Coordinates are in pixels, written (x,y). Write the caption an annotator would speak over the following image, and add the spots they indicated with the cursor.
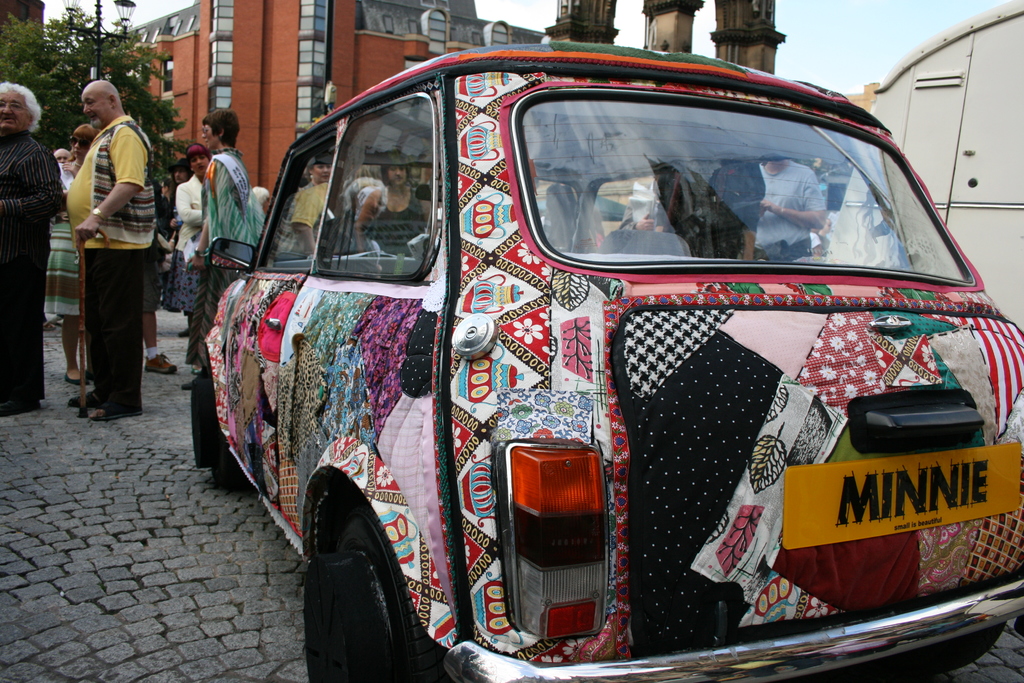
In this image I can see the vehicles (378,544) which are colorful. In the background (95,203) I can see the group of people (76,256) with different colored dresses (90,253). I can also see the pole (98,9), trees (48,69), buildings (603,28) and the sky (804,31).
